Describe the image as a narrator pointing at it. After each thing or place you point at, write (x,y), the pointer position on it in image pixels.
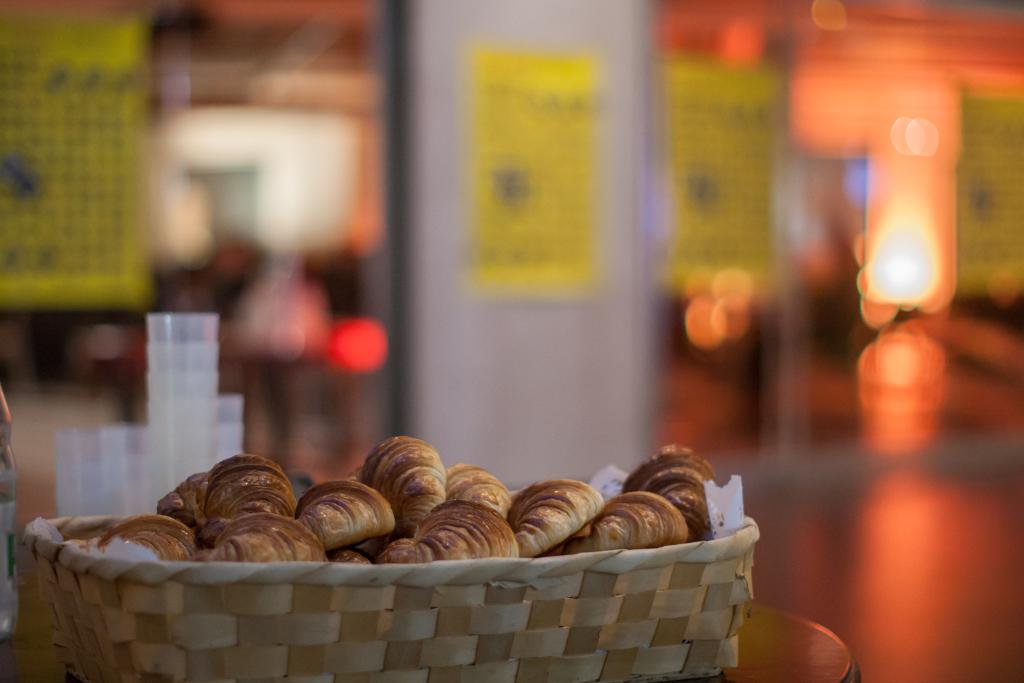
This picture seems to be clicked inside. In the foreground (401,641) we can see a wooden table (770,643) on the top of which a basket (406,587) containing some food items (525,527) is placed and the glasses (197,415) and some other items (3,486) are placed on the top of the table (5,654). The background of the image (573,99) is blur and we can see the lights (890,367) and some other objects (688,203).
